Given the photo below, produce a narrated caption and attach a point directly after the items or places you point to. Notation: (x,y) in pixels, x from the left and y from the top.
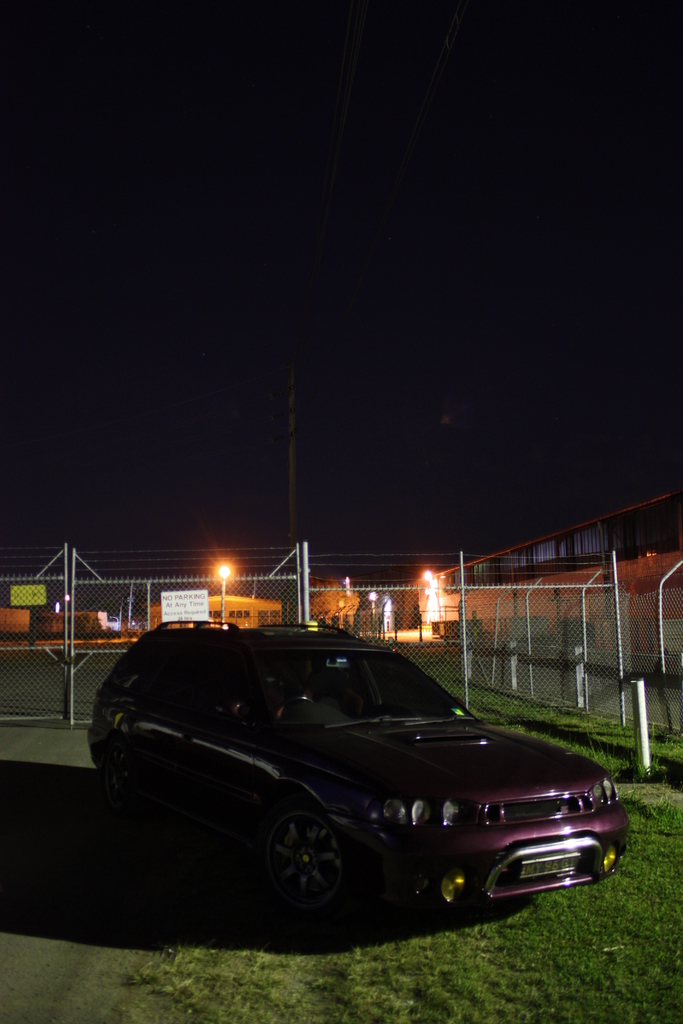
In this image, we can see a car (301,813) is parked on the grass (465,955). Here there is a road (5,863). In the background (479,653), we can see mesh (28,626), poles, boards (197,597), houses (617,643), street lights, trees (340,622) and dark view.
